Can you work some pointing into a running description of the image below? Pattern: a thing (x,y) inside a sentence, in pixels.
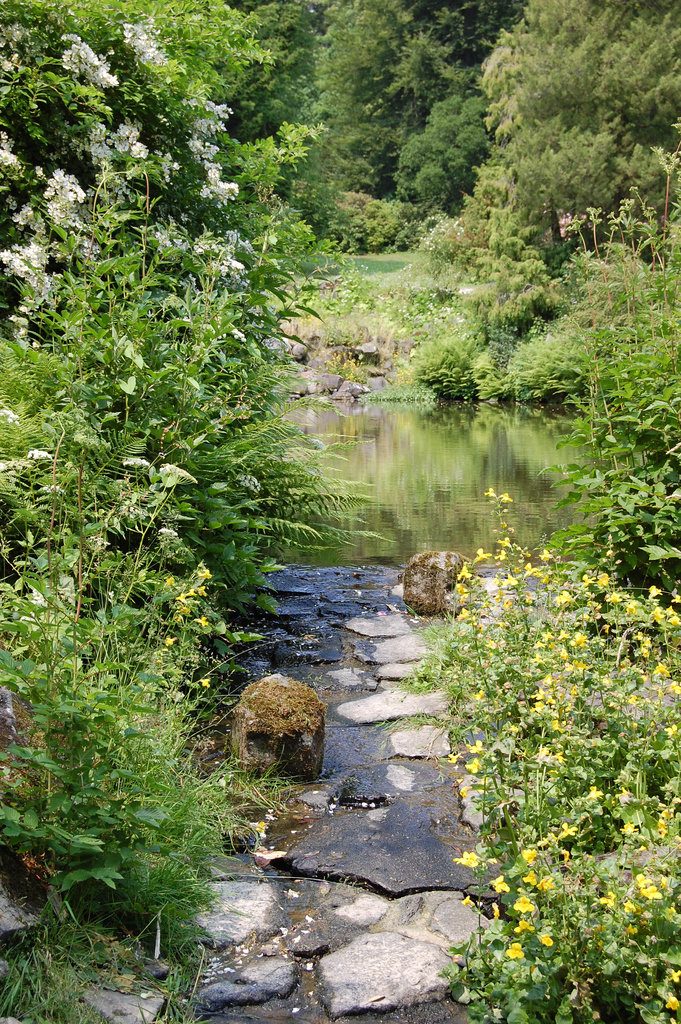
The picture is taken near a canal (518,463). On the left (138,711) there are plants (143,313), flowers (108,139) and trees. On the right (497,763) there are plants (593,652), flowers (580,725) and trees (570,91). In the center of the picture (420,490) there is water (428,464) and there are stones (309,732) and trees (385,192).
